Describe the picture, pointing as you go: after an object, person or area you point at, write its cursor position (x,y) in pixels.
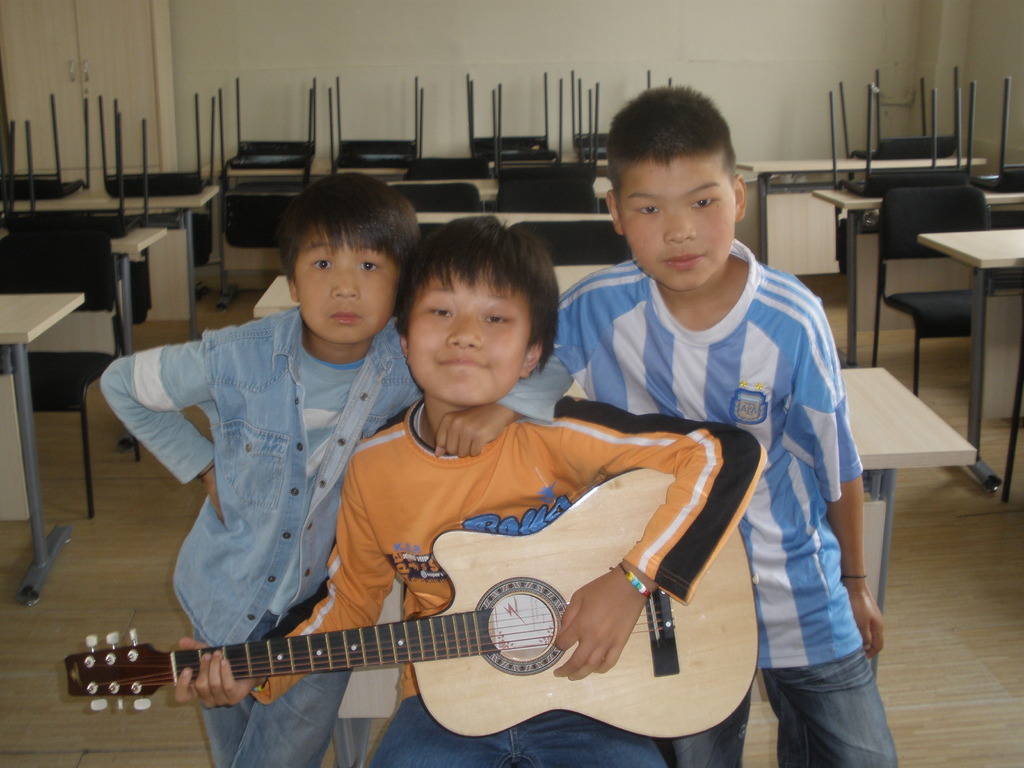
Here is the boy (436,339) sitting on the chair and holding a guitar (585,545) in his hand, and at beside a boy (626,295) is standing, and here a boy (354,251) is standing, and at back (222,198) there is the table (441,178), and here is the wall (298,103).
